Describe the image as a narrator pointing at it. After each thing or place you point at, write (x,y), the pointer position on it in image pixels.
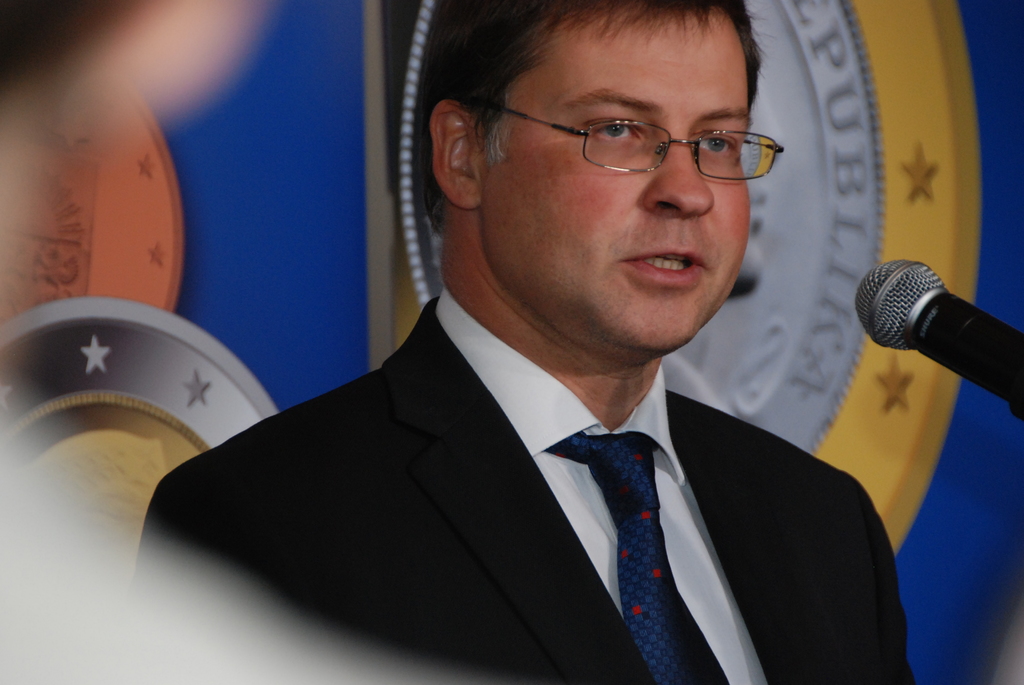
In the image there is a man (402,489) with black jacket (532,464), white shirt (593,432) and blue tie (642,542) is talking and in front of him there is a mic (911,336). Behind him there is a blue poster (324,283) with logos (205,413) on it.
